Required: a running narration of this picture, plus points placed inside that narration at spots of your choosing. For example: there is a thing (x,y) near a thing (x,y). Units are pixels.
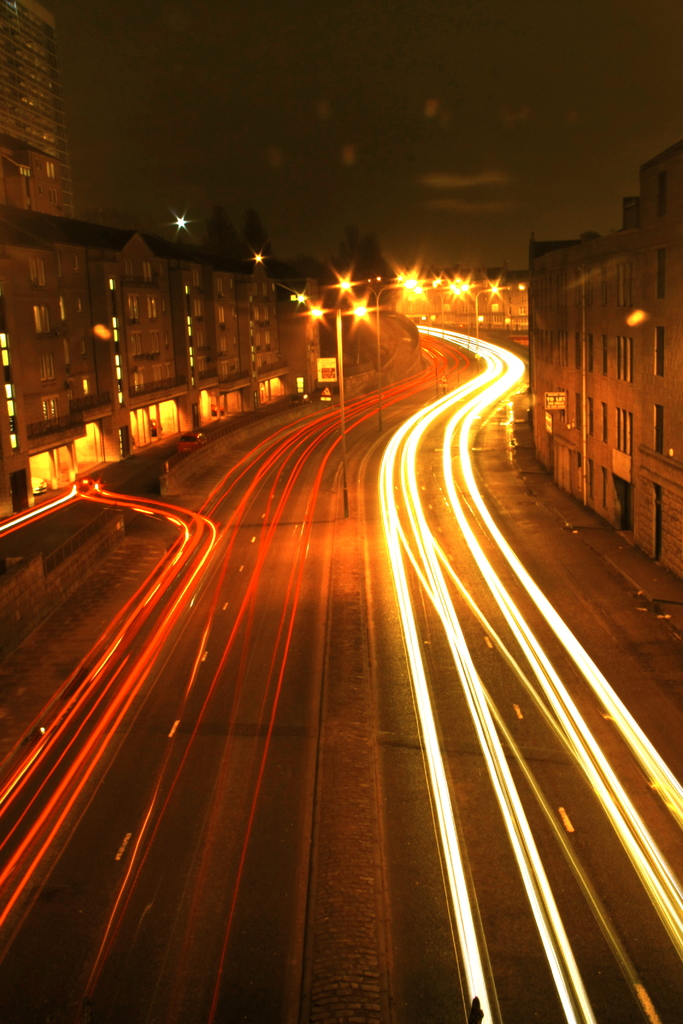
In the center of the image (286,342) we can see buildings (245,301), electric light poles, windows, wall (247,326), boards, lights (203,392). At the bottom of the image (297,783) we can see the road (275,839). At the top of the image (480,123) we can see the sky (453,134).
